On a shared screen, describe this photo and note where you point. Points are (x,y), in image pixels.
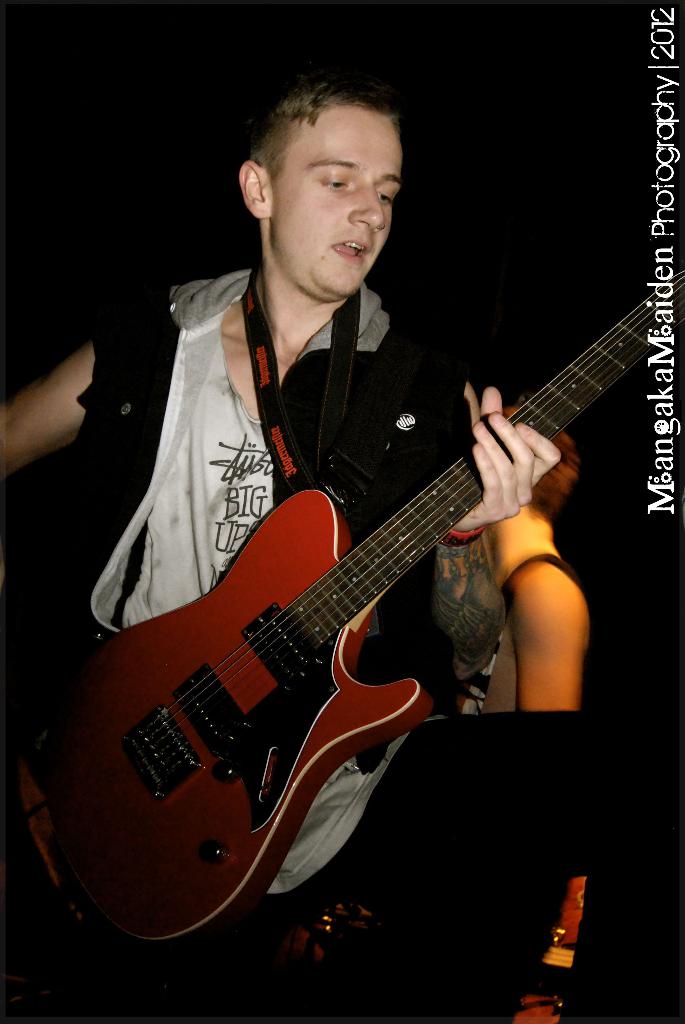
In this image, There is a boy (451,636) standing and he is holding a music instrument (257,717) which is in red color and he is singing, In the background (497,657) there is a person (503,667) standing.
